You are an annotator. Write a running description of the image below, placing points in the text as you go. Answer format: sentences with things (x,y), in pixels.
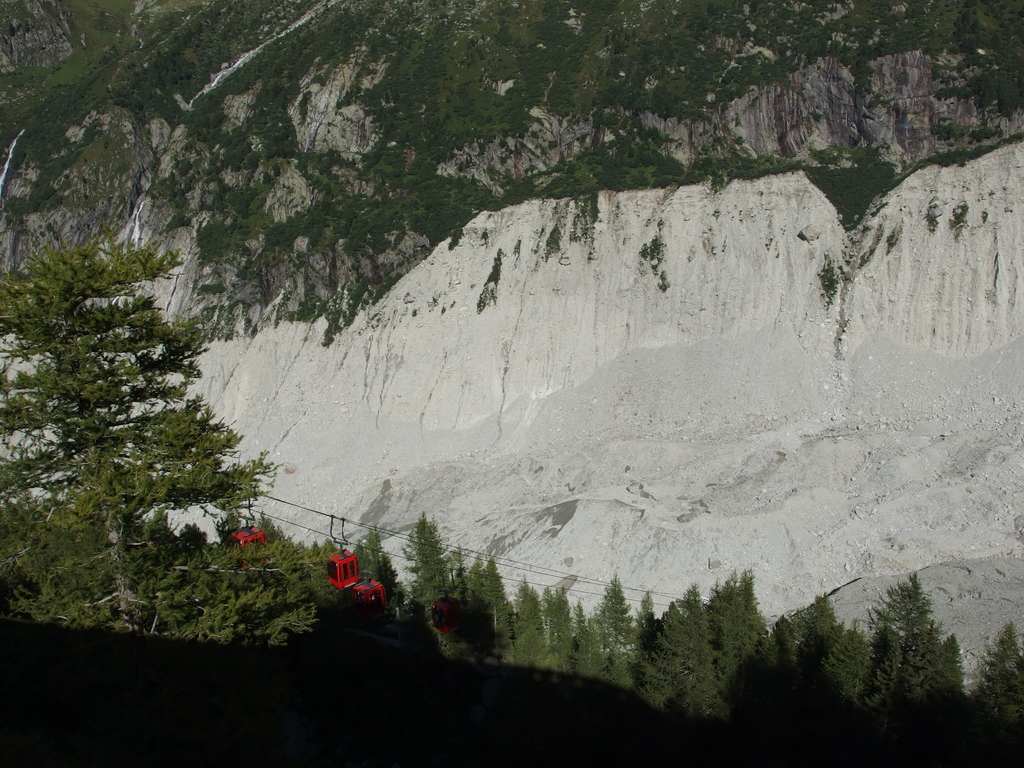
In this image at the bottom (256,527) there are wires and cable cars (243,539) and also we could see trees (194,358) and mountains (372,370), at the bottom of the image (426,704) there is shadow (591,721).
